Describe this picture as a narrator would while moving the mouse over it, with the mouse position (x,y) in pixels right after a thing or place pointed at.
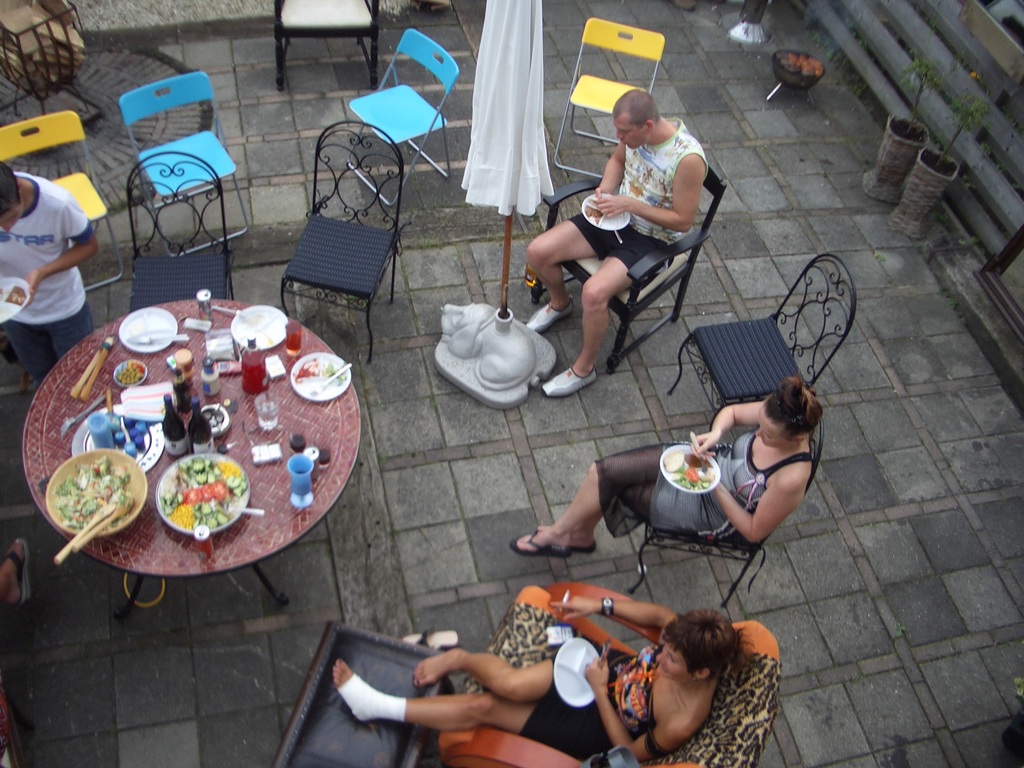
These three persons (583,359) are sitting on chairs (557,758) and holding plates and this person (63,289) standing and holding plate (4,285). We can see plates (151,452), food (193,492), bowls (136,481), bottles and some objects (131,412) on the table (270,480). We can see chairs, plants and cloth (501,125).
